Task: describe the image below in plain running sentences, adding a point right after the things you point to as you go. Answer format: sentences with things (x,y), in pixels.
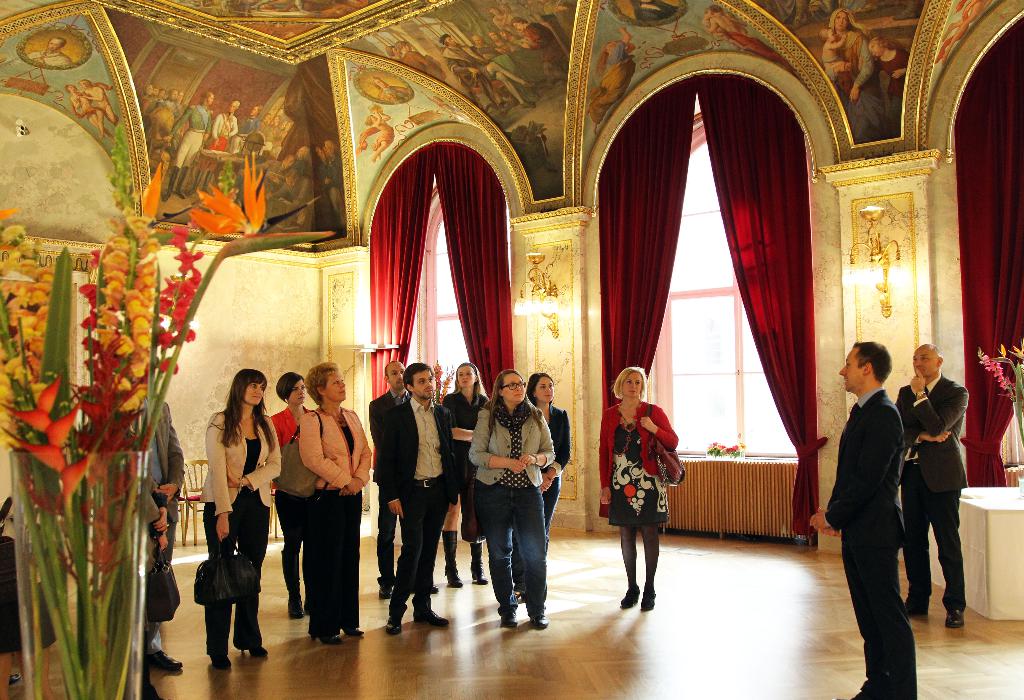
In this image at front (37,334) there is a bouquet (144,348). At the center (624,408) people (473,576) are standing on the floor (691,564). At the back side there are curtains (667,279) and lights (862,215). At the right side of the image (1011,568) there are tables (973,528) and on top of it there are flower vase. At the left side of the image (273,498) there are chairs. Behind the chairs (196,464) there's a wall (301,303).
